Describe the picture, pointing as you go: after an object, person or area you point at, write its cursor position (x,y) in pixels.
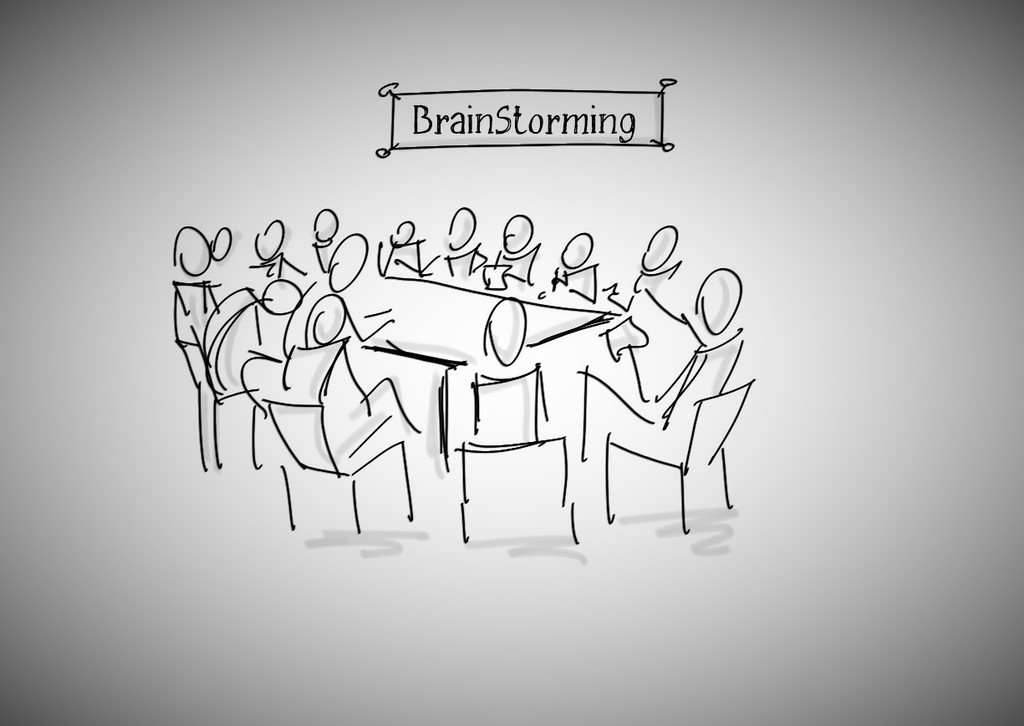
This is a drawing of persons (338,347) and chairs (377,442).
